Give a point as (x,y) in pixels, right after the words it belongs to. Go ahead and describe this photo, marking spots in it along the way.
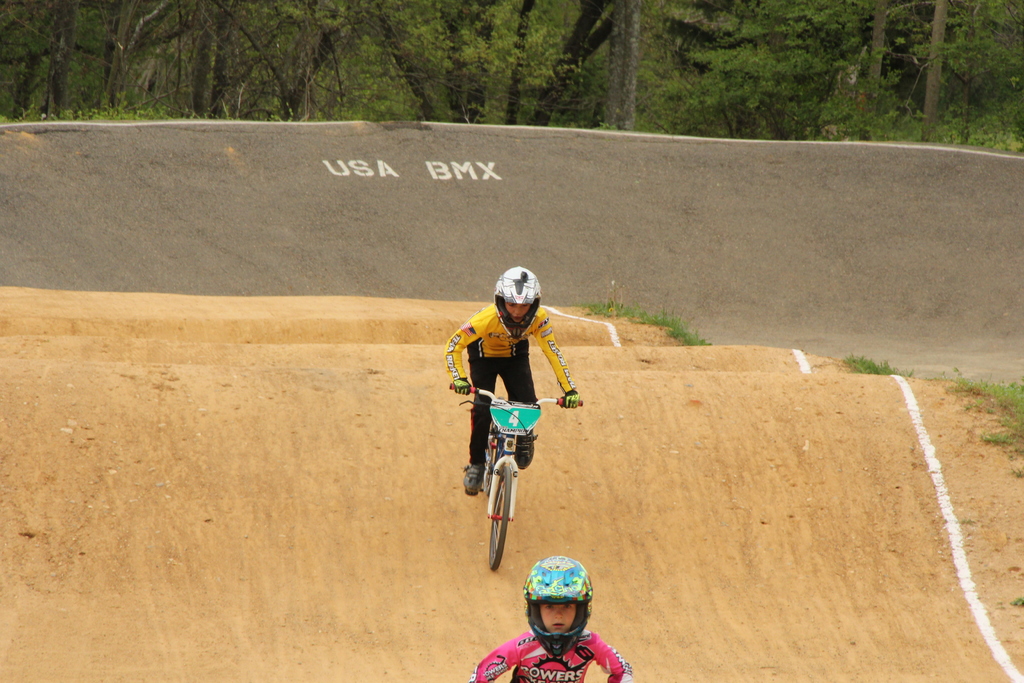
In this image we can see a person (513,345) wearing a helmet (500,316) riding a bicycle (497,482) on the ground (475,534). In the foreground (555,630) we can see a child (565,621) wearing a helmet (540,593). On the backside (79,209) we can see some grass (691,343), a wall (344,195) with some text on it and a group of trees (459,73).
